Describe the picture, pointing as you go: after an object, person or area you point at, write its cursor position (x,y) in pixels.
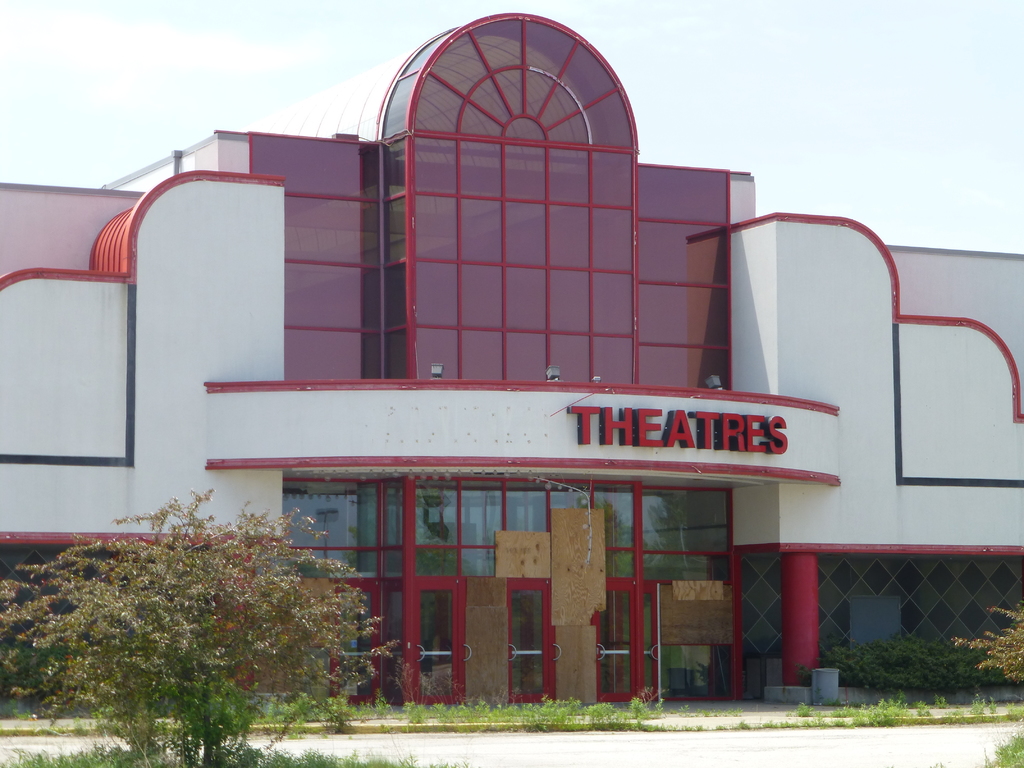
In this image I can see on the left side (202,667) there are trees (239,678). In the middle (344,266) there is a building (288,335) in red color. In the middle (641,415) there is a name theaters (737,437) in red color, at the top (784,143) it is the sky (767,64).
